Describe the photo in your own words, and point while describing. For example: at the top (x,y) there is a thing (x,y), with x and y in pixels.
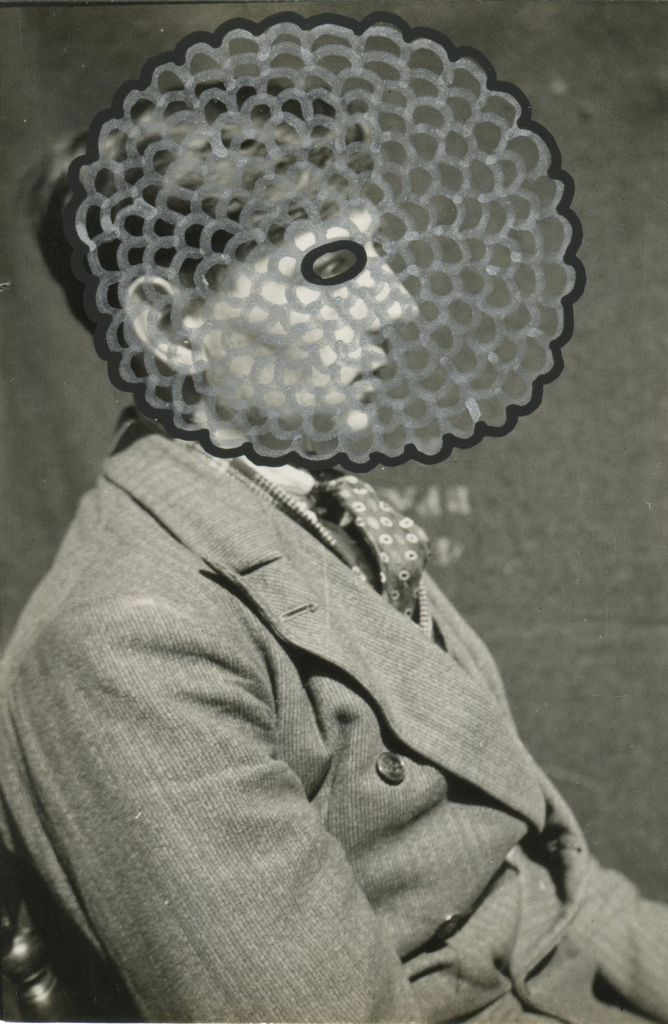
In this image we can see a man (312,677) sitting. He is wearing a suit (275,742) and we can see a drawing (354,236).
